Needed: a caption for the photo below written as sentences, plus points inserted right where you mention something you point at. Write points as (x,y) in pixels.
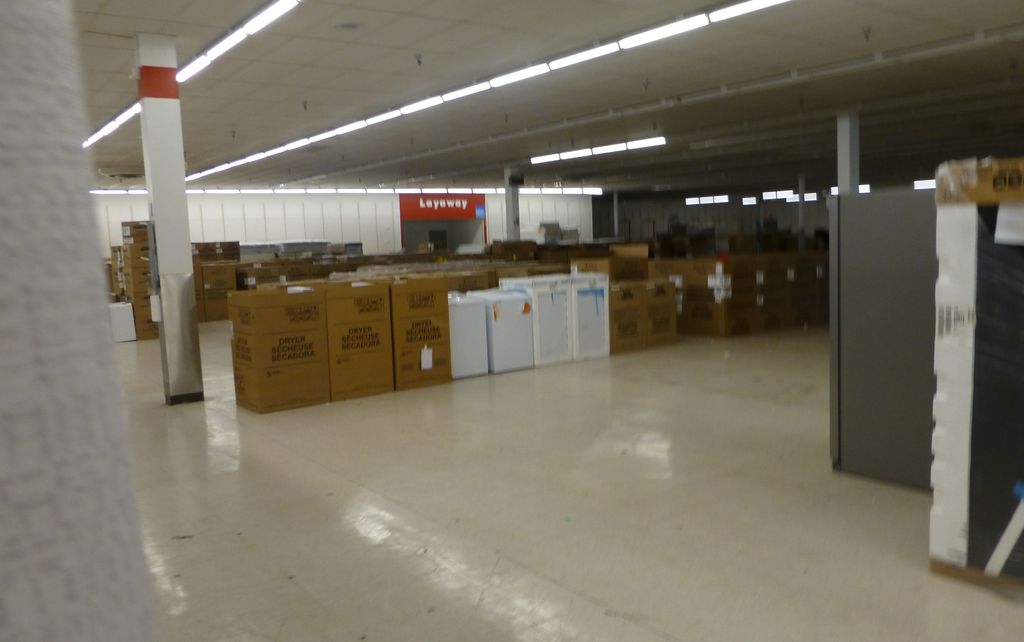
Here in this picture we can see a place (276,280), which is full of cardboard boxes (390,305) present over there and in the middle (463,315) we can see washing machines (508,317) also present and we can see pillars (842,169) here and there and we can see lights (665,35) on the roof (543,56) present over there.
